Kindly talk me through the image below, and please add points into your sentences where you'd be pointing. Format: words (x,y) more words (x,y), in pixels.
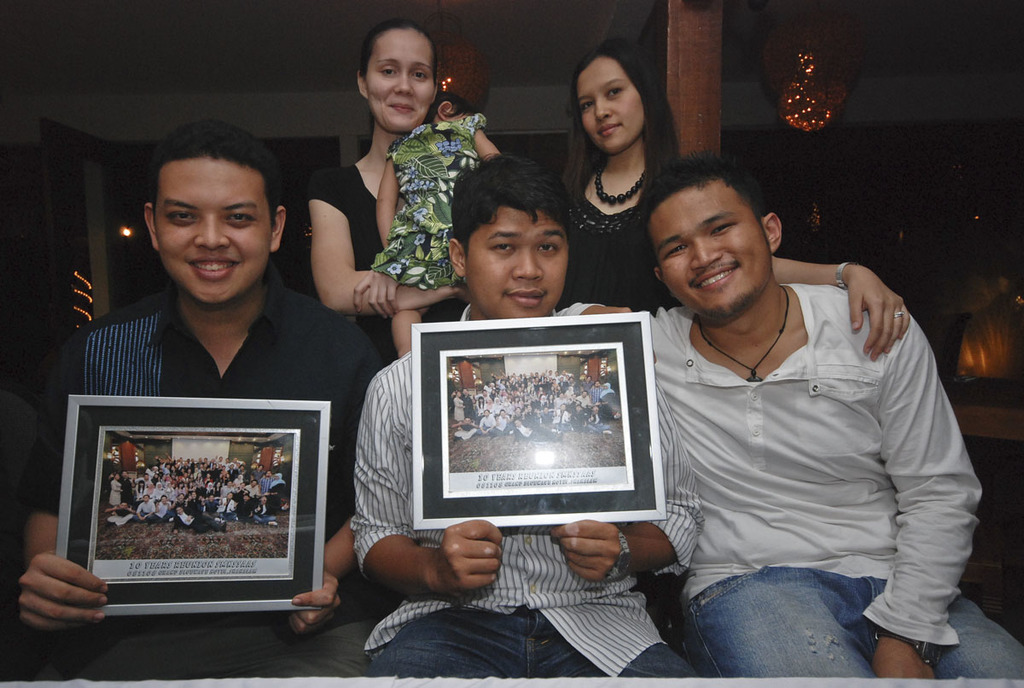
In this picture I can observe six members (572,190). There are men (719,340), women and a child (427,190) in this picture. Two of them are holding photo frame (294,456) in their hands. The background (111,26) is dark.
